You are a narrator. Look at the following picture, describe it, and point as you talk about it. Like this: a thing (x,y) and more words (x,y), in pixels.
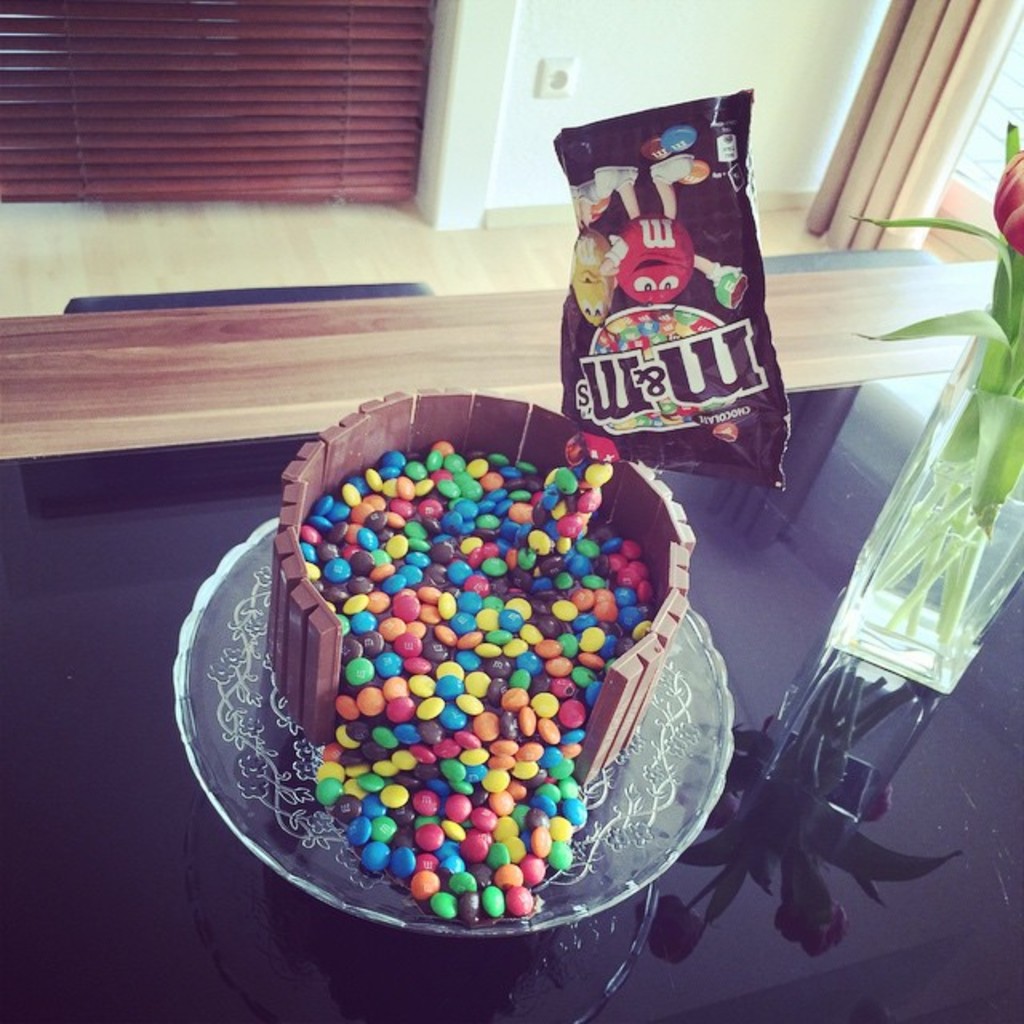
On a glass surface (758,848) there is a vase (922,486) with stems (1002,376). Also there is a packet (685,285). And there is a plate (675,848). And there are sweets (475,712) in different colors. In the back (595,24) there is a curtain (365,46) and a wall (551,29).
